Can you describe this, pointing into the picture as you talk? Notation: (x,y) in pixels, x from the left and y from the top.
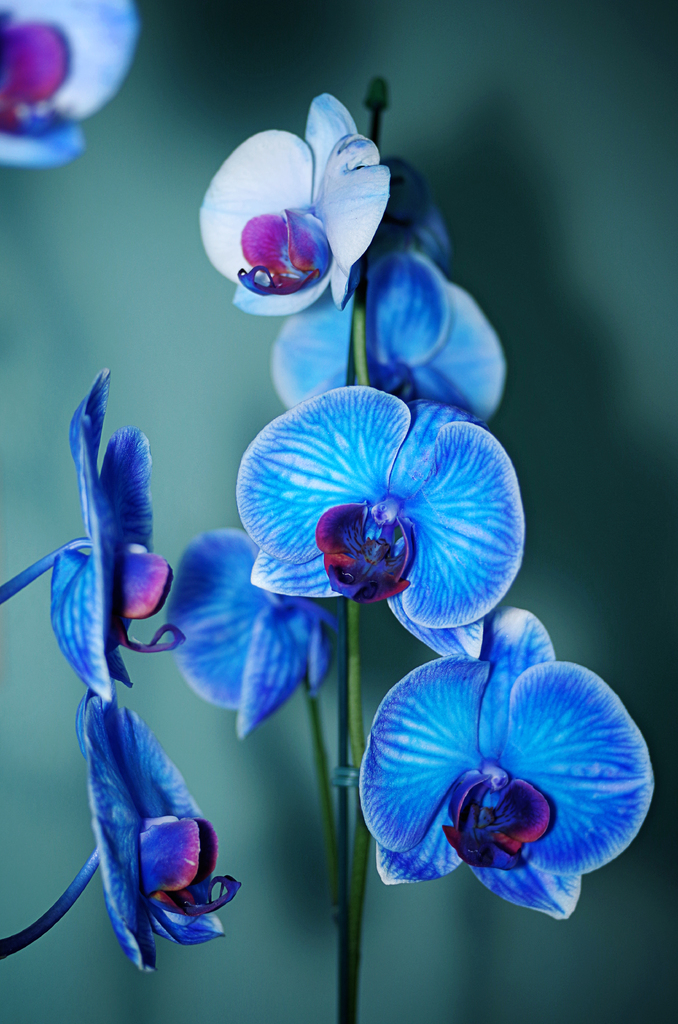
This picture contains flowers (251,451) which are in blue and purple color. In the background (163,222), it is green in color and it is blurred.
